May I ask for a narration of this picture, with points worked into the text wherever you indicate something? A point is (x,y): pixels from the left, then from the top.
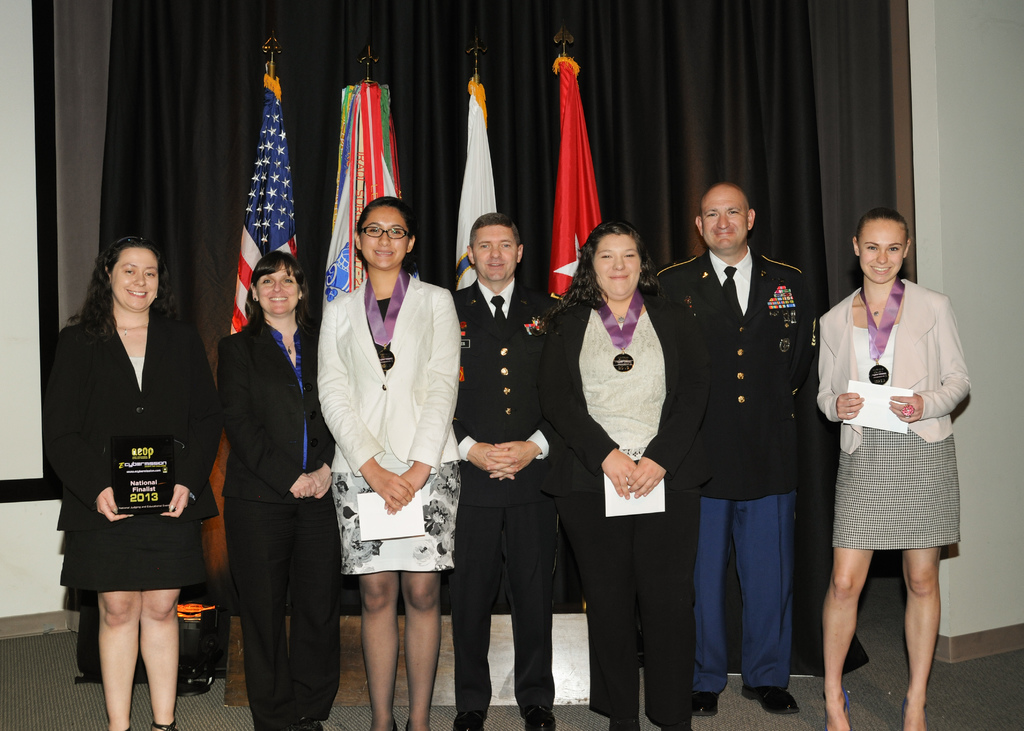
In this image we can see men (733,467) and women (909,439) are standing. Behind them flags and black color curtain (230,78) are there.
